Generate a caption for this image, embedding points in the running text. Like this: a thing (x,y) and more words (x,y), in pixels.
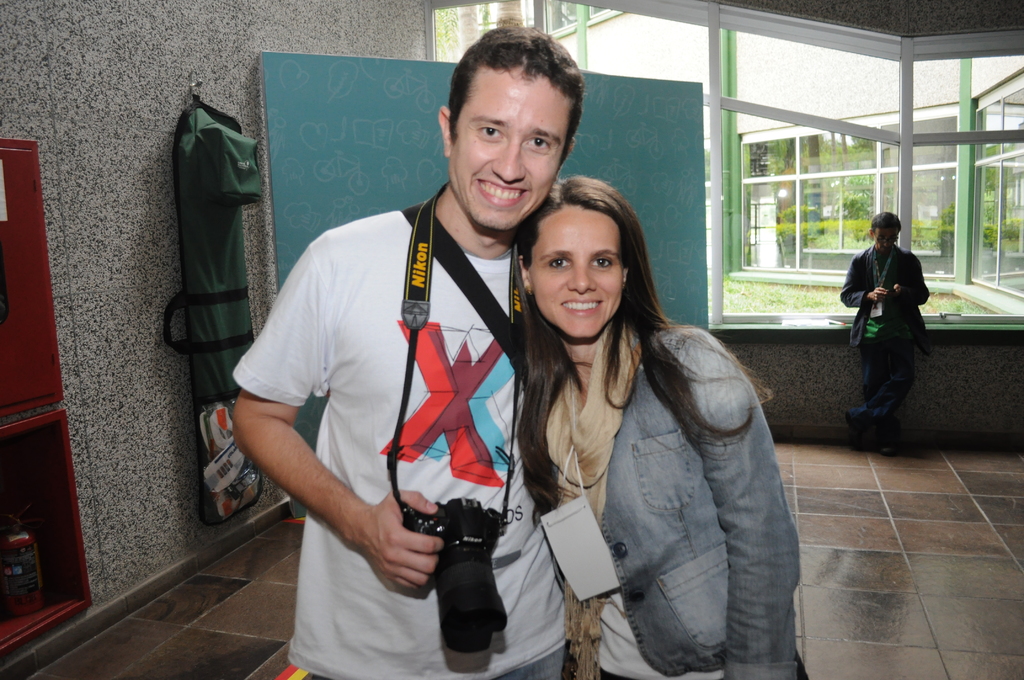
In this image, we can see people (858,271) wearing clothes (502,466). There is a person (393,377) in the middle of the image (450,297) holding a camera (448,582) with his hand (417,562). There is a board (363,175) and bag (215,196) in front of the wall (370,33). There is a window (941,162) in the top right of the image (930,169). There is a fire extinguisher (36,551) in the bottom left of the image (36,551).
